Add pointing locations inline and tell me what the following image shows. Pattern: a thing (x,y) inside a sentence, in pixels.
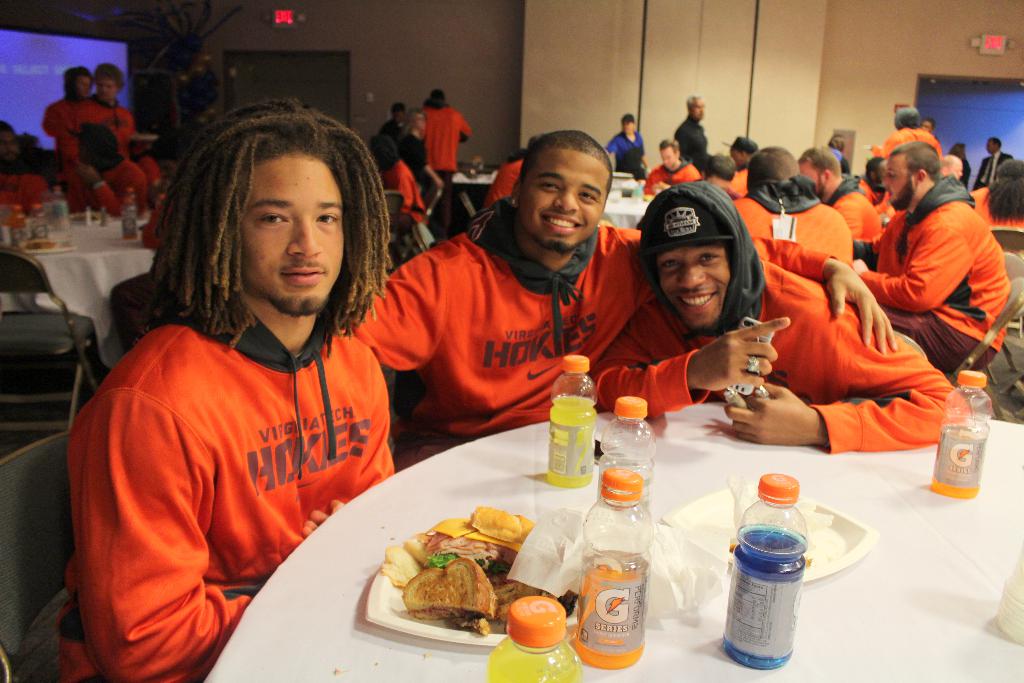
In the image there are group of people (821,230) sitting on chairs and remaining group of people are standing in front of a table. On table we can see a tray (443,604) with some food (478,583), bottle (605,517), tissues (709,552) and background (540,30) there is a wall (539,45) which is in cream color, on left side (94,53) there is a screen (107,51).
